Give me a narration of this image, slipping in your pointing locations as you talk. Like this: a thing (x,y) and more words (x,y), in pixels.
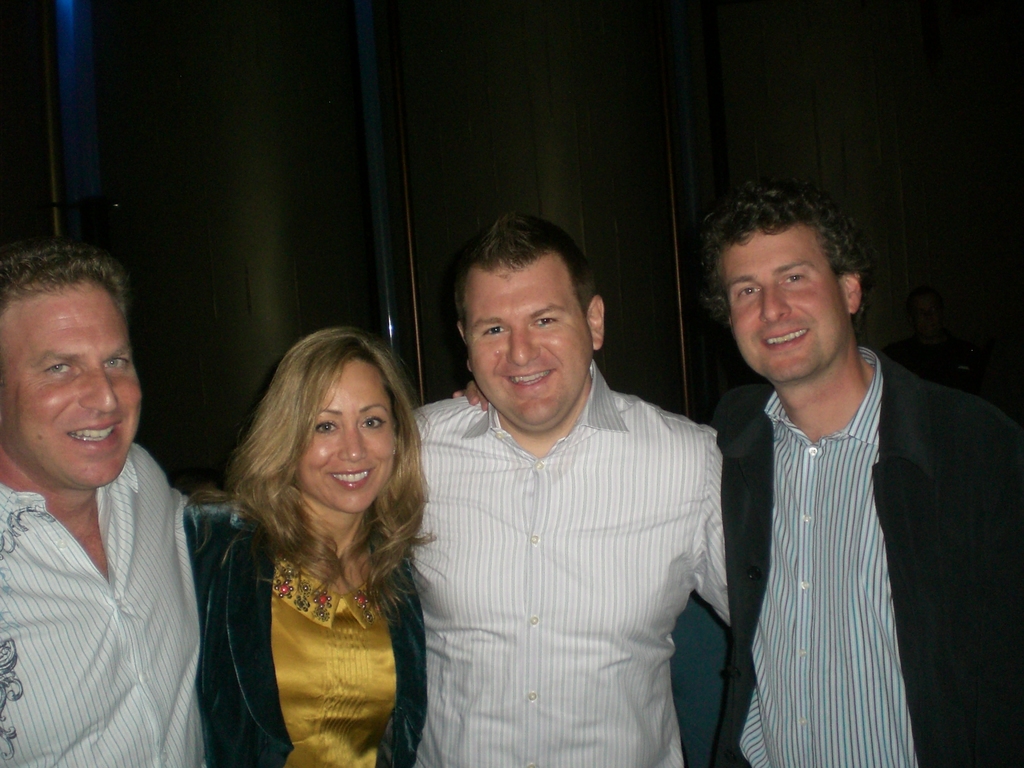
In the middle of the image (538,351) few people (487,365) are standing and smiling. Behind them there is a wall (962,209).
